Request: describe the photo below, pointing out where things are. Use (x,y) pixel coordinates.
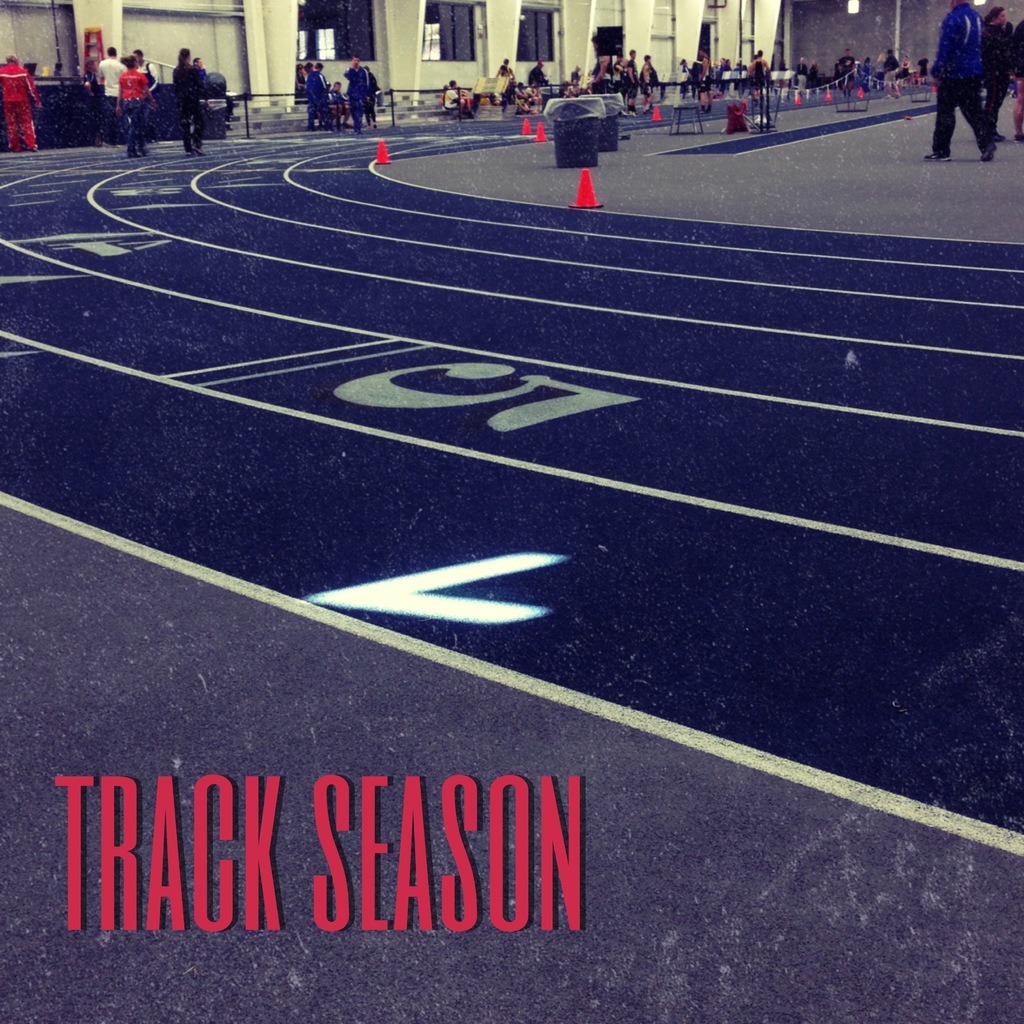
In this picture I can see a track (471,416), there are cone bar barricades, those are looking like dustbins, there are group of people (183,93) standing, and in the background (527,35) it is looking like a building (648,46) and there is a watermark (369,788) on the image.
